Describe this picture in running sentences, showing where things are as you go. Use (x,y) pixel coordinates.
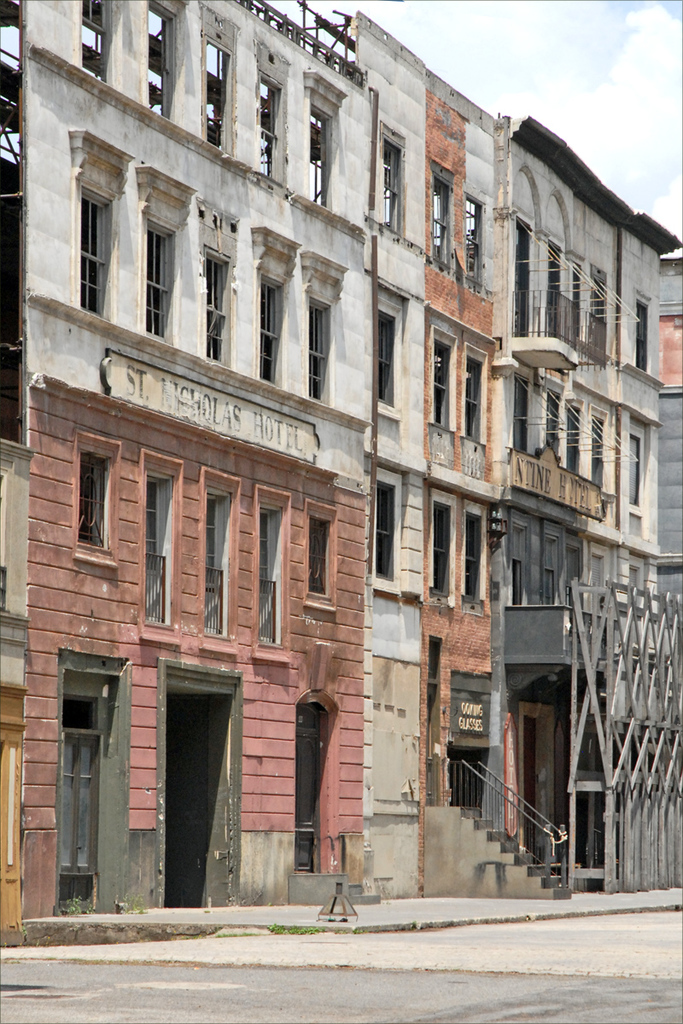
In this image we can see buildings (409,778), iron grills (585,781), staircase (468,825), railings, road (500,955) and sky (534,55) with clouds (534,55).
